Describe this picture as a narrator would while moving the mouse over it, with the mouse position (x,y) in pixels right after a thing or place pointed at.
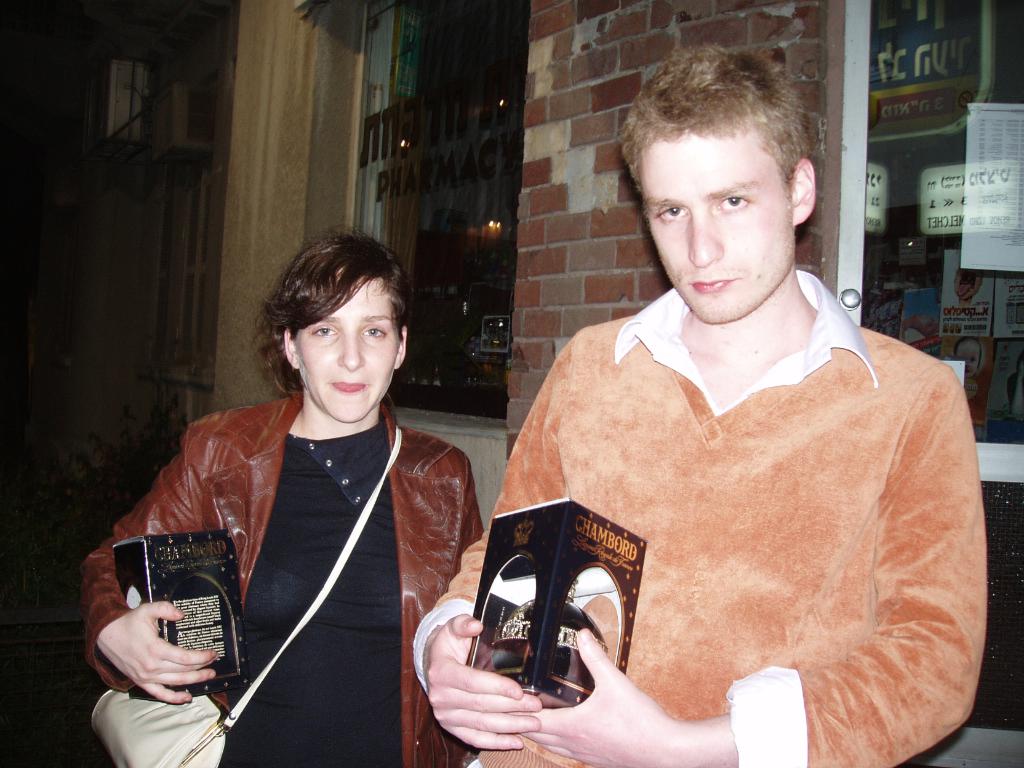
In this image on the right (723,430), there is a man (722,448), he wears a sweater (725,547), he is holding a box (531,651). On the left (297,588) there is a woman (250,509), she wears a jacket (252,552), handbag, she is holding a box (156,579). In the background (568,264) there are windows (486,241), building (594,156), posters (1023,182), glass (916,142) and wall (549,147).
